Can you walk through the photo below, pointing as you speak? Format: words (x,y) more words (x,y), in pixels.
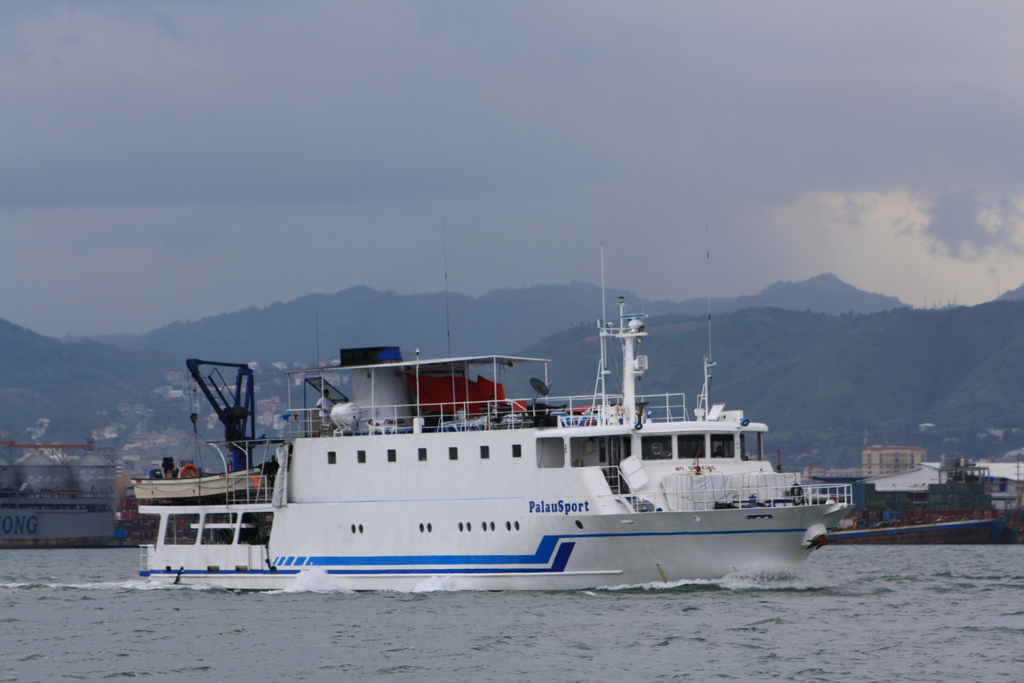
In the center of the image (398,425) we can see person (322,404), chairs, tables (507,426) in ship (444,526). At the bottom of the image (658,585) there is water (699,622). In the background (15,349) we can see buildings (884,469), ships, hills (897,396), sky (875,253) and clouds (840,253).
